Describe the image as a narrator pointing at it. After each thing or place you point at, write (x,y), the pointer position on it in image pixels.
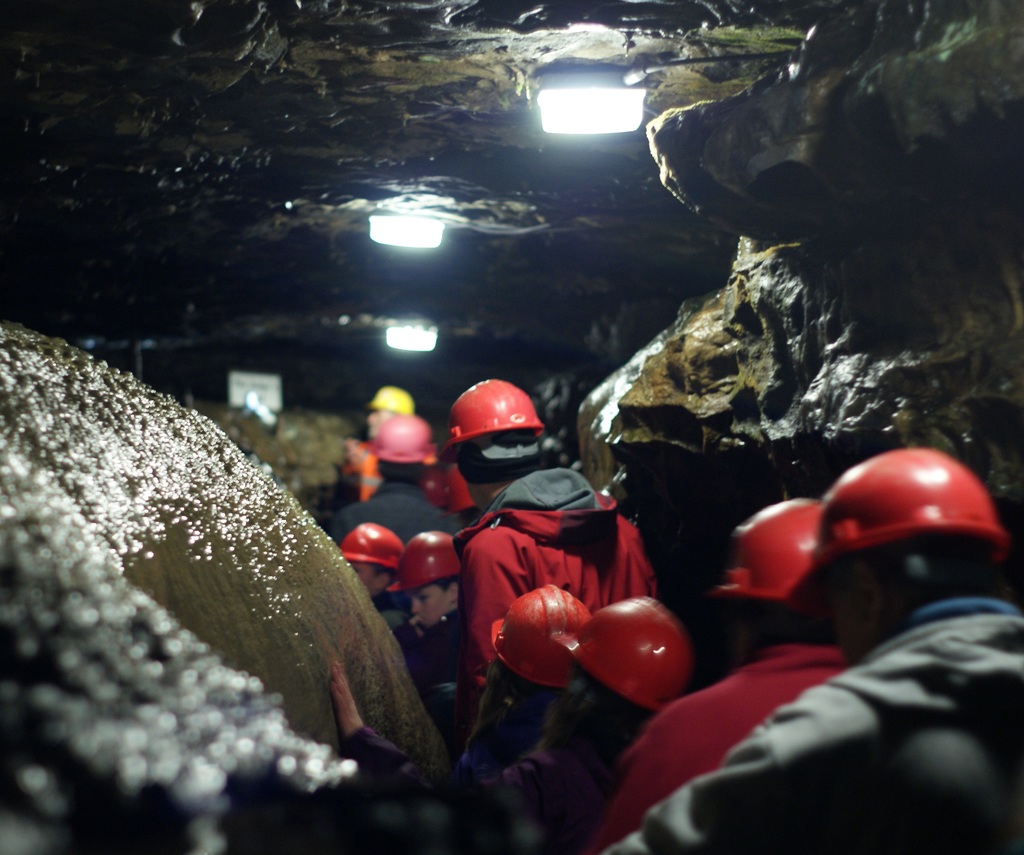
In this picture there are group of people (711,830) with red helmets (968,497). At the back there is a person (371,438) with yellow helmet (379,396). At the top (368,236) there are lights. On the left (307,143) and on the right (954,287) and at the top (265,242) the image there are rocks (57,669).
